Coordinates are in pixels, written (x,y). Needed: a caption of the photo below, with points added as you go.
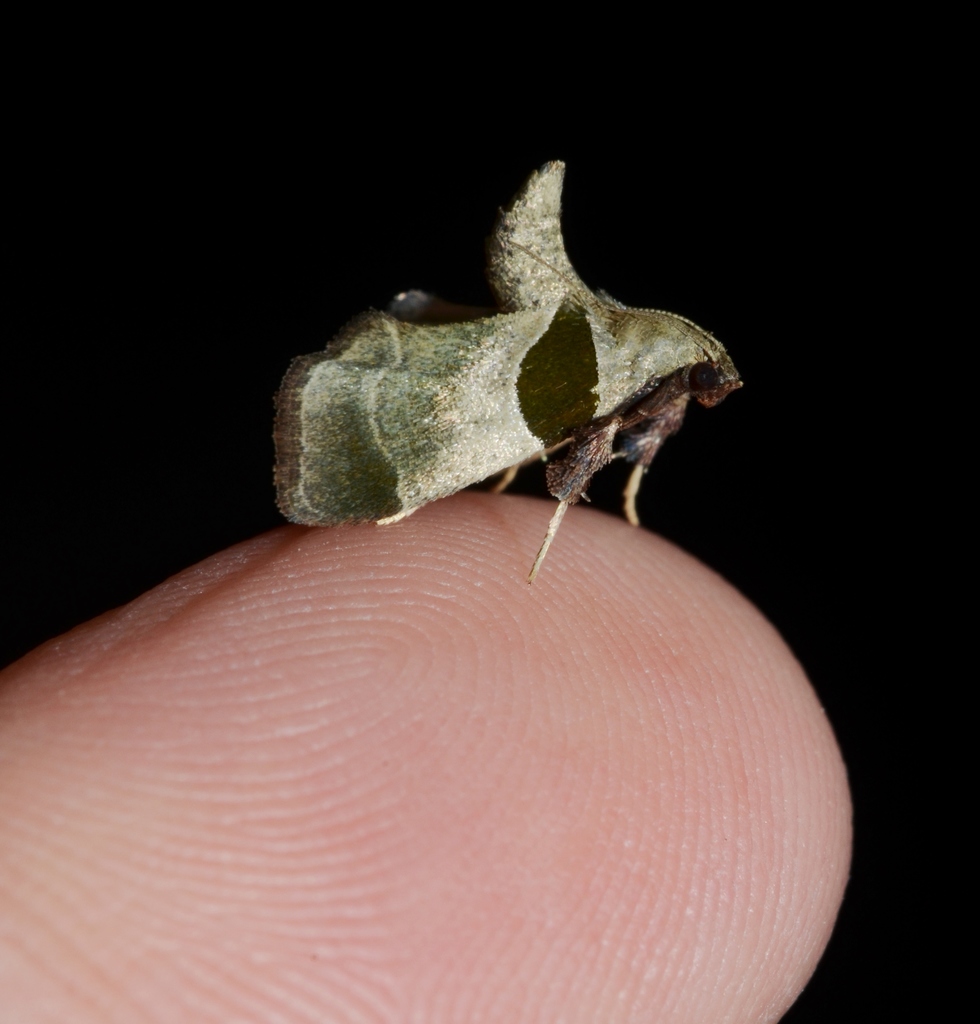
In this picture we can see a person's finger (536,827), there is an insect (533,328) present on the finger (651,617), there is a dark background (751,142).
